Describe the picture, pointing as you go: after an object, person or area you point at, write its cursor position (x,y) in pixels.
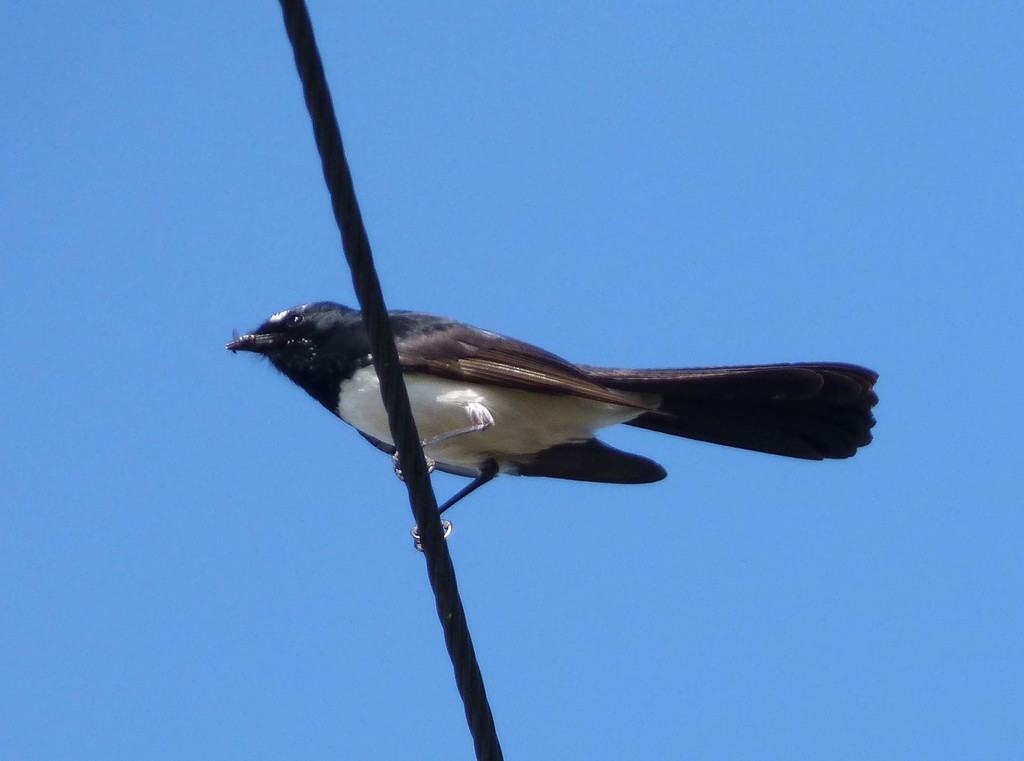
In this picture I can see a bird (361,413) is standing on a rope (407,442) in the middle (424,444). In the background (505,628) there is the sky (566,344).
